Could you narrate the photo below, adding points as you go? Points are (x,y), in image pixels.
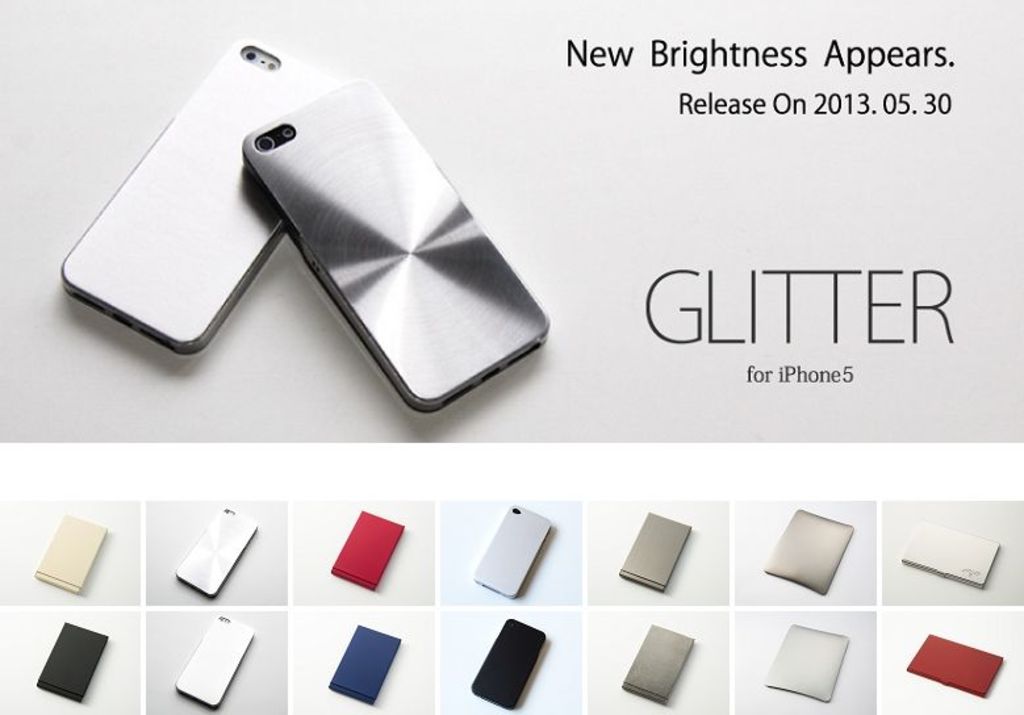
This is a poster (295,391). In this poster (519,304), we can see the mobiles (389,331) on the surface (313,331) and text (634,50). At the bottom of the image (67,553), we can see the different types of devices images (461,649).
